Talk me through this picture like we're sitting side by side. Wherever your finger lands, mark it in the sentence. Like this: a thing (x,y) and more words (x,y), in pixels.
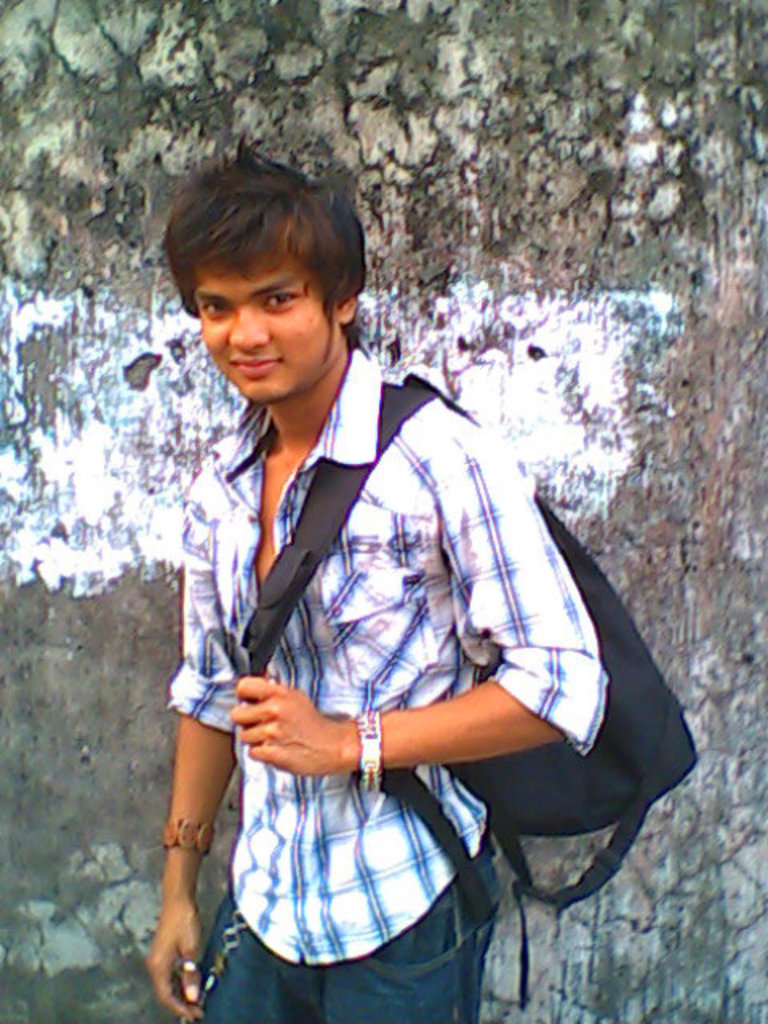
In the picture I can see a person (464,623) standing and holding a black color bag (623,639) on his back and there is a wall (469,56) behind him.
